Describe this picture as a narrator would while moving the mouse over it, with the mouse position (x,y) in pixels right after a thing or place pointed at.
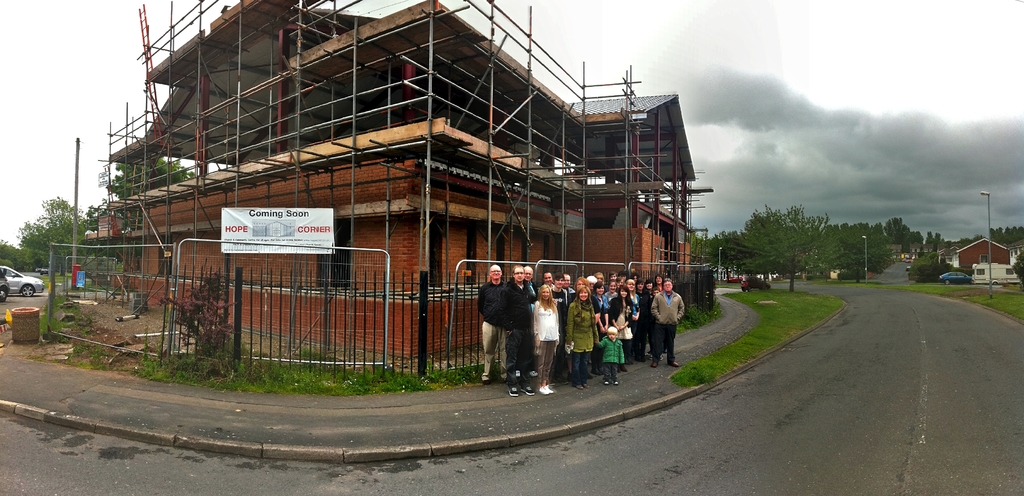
In this image we can see the buildings (494,238) and houses (991,247) and trees (806,247) and also light poles (988,194). We can also see the fence (333,312), ladder (153,63) and a banner (268,225). Image also consists of some vehicles (27,276) on the road (653,455). We can also see few people (589,311) standing. At the top (746,98) there is a cloudy sky (728,76).
